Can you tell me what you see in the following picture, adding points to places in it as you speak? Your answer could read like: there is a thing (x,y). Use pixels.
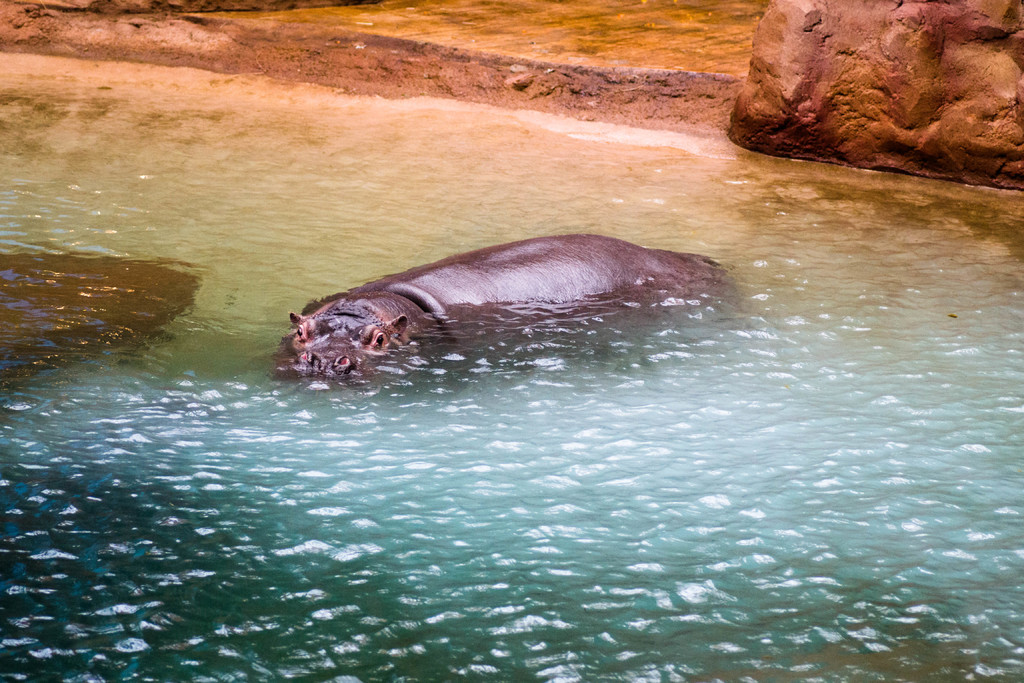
There is a hippopotamus (553,325) in the water (500,391), in the middle of an image (536,257). On the right side (965,115) there is the stone (969,51).
